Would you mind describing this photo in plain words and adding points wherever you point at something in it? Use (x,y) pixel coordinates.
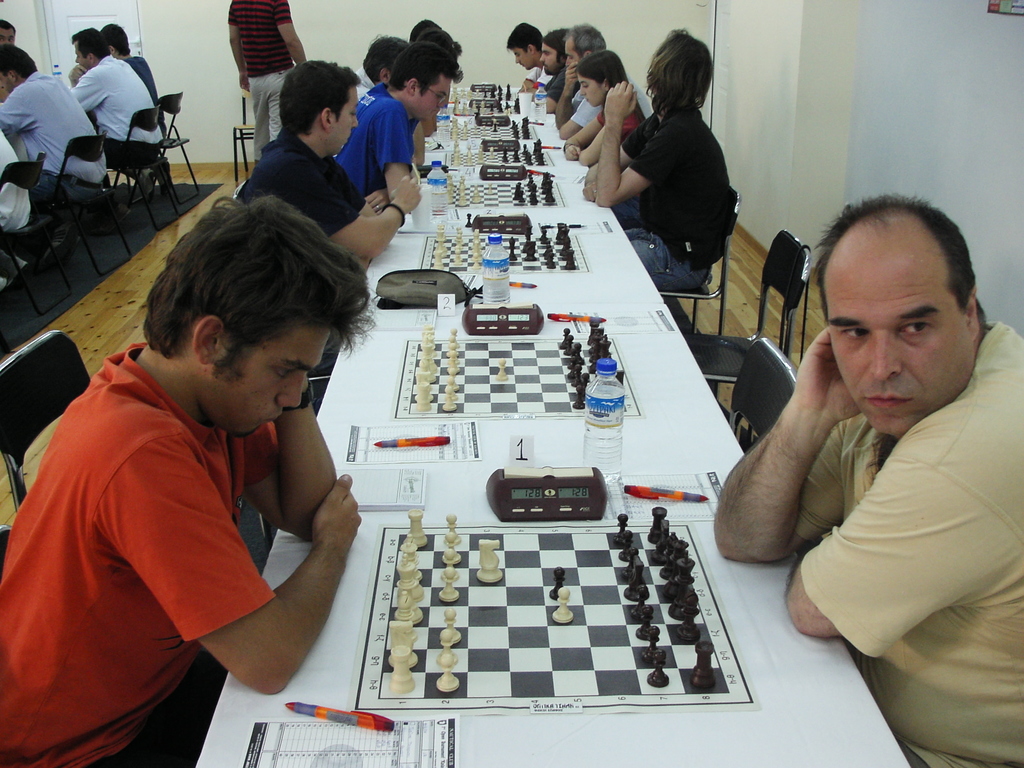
In the foreground (768,424), I can see a group of people (392,211) are sitting on the chairs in front of tables (234,746), on which I can see chess boards (518,632), stopwatches (566,510), bottles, pens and other objects (518,460). In the background (742,144), I can see a wall (787,144), door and a person (265,104) is standing. This image taken, maybe in a hall (153,191).
